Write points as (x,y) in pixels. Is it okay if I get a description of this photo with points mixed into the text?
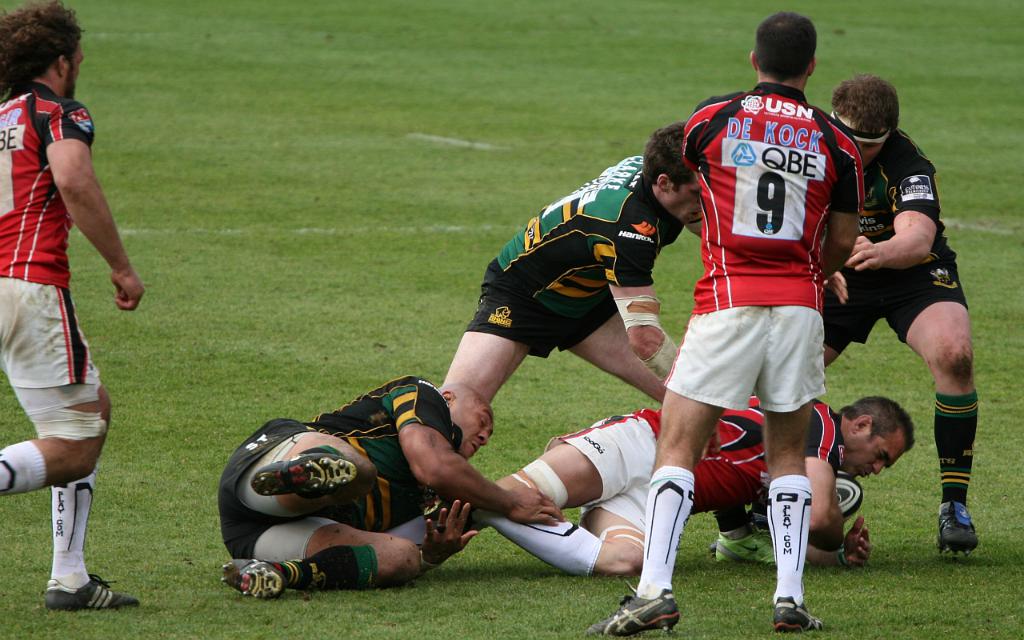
In the front of the image (539,305) there are people (549,302). Land (559,115) is covered with grass (352,365). Among them one person (833,490) is holding a ball (845,498).
